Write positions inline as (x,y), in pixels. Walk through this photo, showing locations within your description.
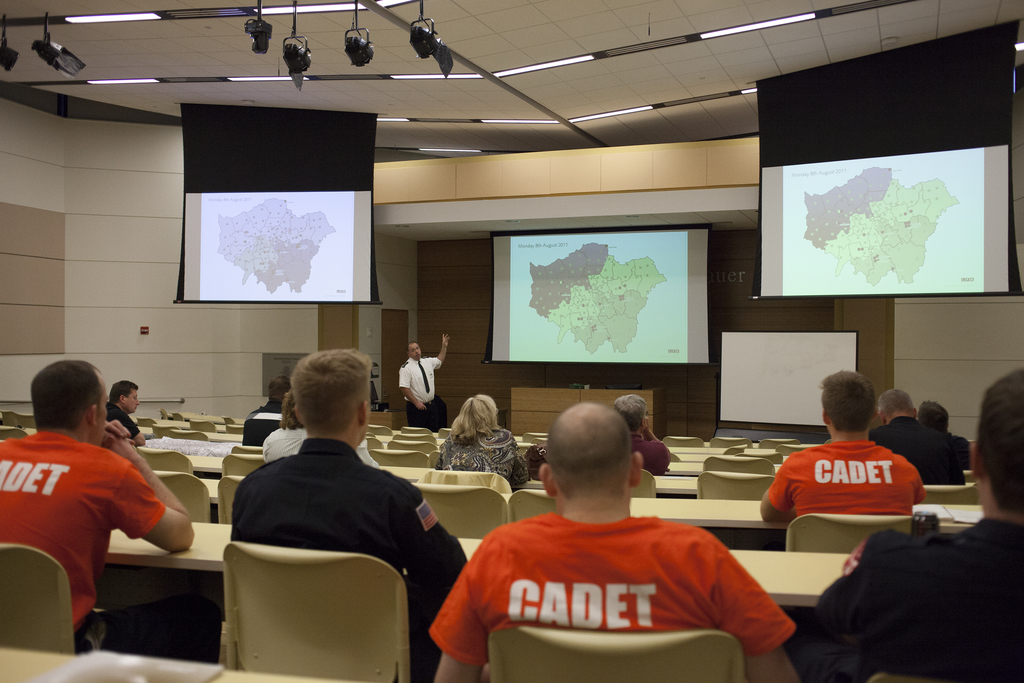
This is a closed auditorium (465,346) in which there are some group of persons (337,527) sitting on chairs (203,516) and at the background of the image (412,401) there is a person (426,389) wearing white color dress (408,382) standing and explaining about some thing which is displaying on projector screens (571,265), there is wall (172,147) and at the top of the image (324,9) there are some lights (410,35) and projectors (424,19).
